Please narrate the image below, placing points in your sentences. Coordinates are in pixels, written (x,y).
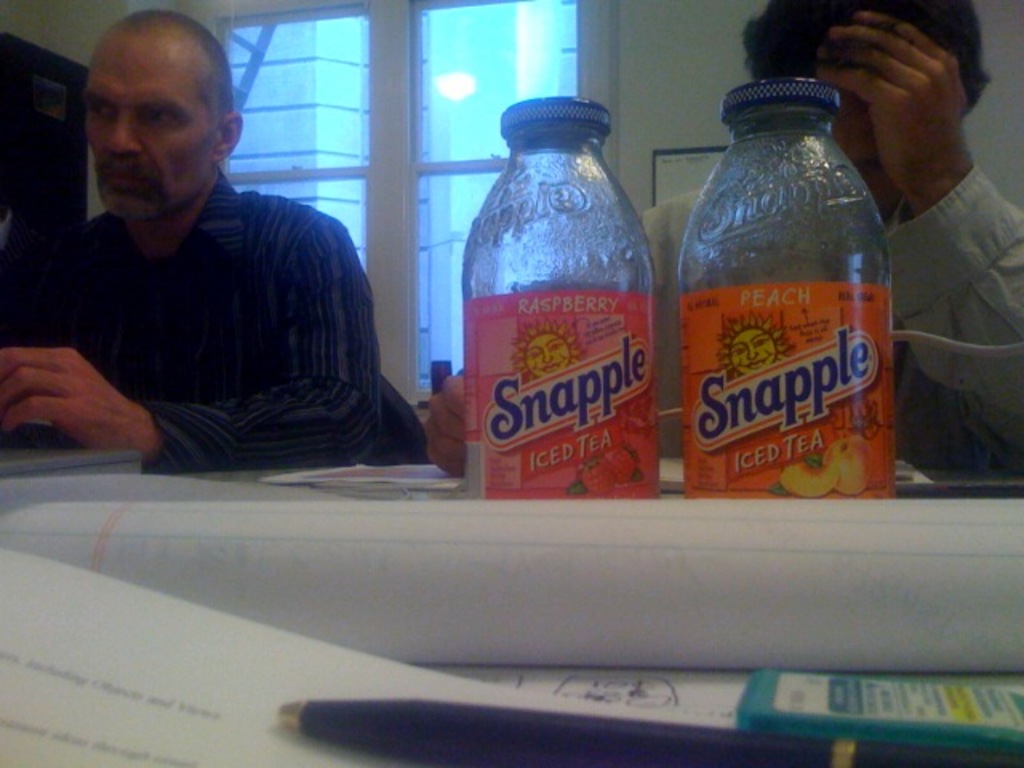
In this image, there are two persons (148,355) sitting on the chair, in front of the table (730,501) on which glass (608,312), bottles (637,271) are kept and pen (626,759) paper (335,638) and so on kept. In the background (441,286) there is a window (493,88) of glass (441,111). And a wall (623,79) visible of white in color. In the left top (78,107) there is a door (67,92) of brown in color visible. This image is taken inside a house (59,39).
